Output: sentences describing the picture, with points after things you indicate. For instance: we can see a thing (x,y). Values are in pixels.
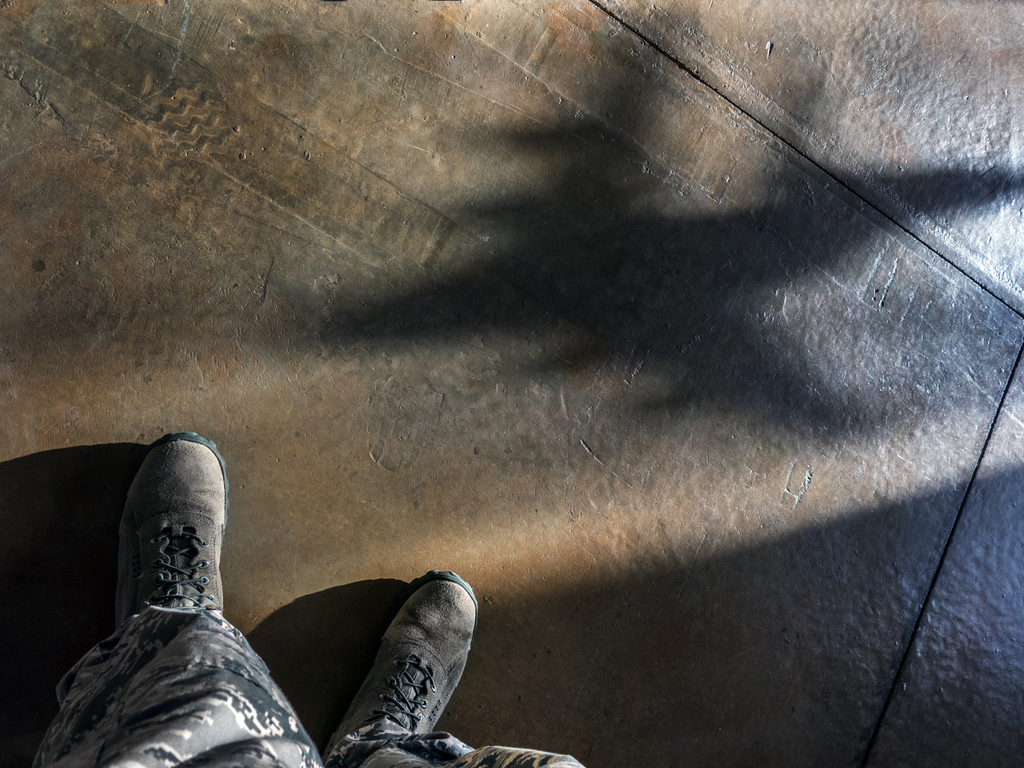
In this image we can see persons legs (88,701) and flooring (451,215).
